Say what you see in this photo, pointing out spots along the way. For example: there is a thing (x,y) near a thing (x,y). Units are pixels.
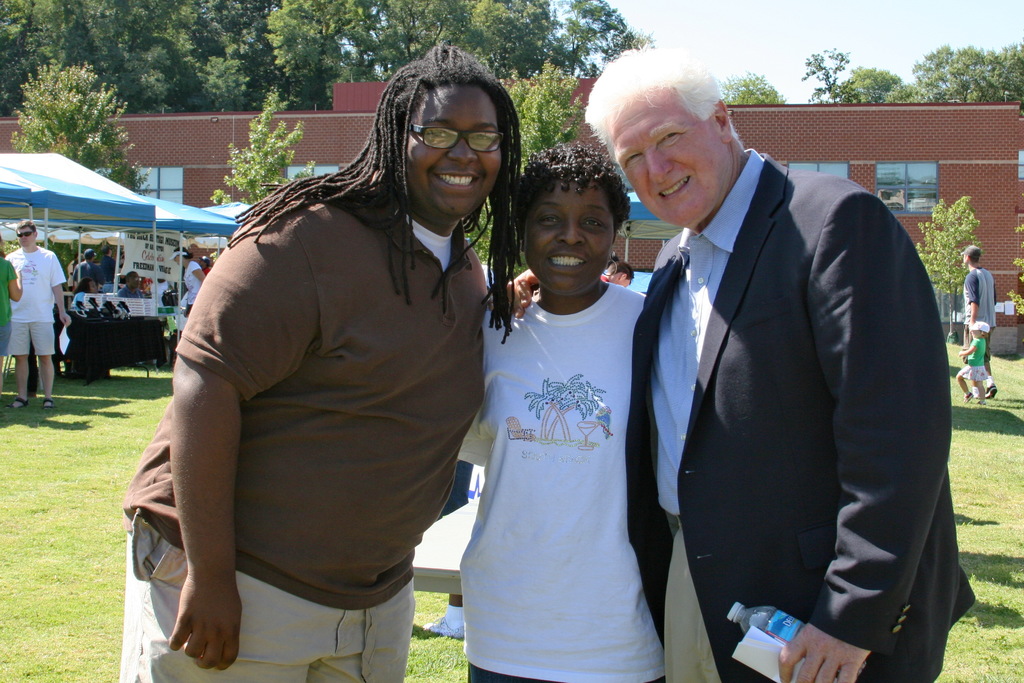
Here I can see three people (554,378) standing, smiling and giving pose for the picture. The man (774,294) who is standing on the right side (768,567) is holding a bottle (782,628) and a paper (766,649) in the hand (812,660). In the background (811,153), I can see the building (295,123) and trees (113,138). On the left side (59,208) there is a tent (111,198) under that few people (61,289) are standing. At the bottom of the image (51,593) I can see the grass (73,479). At the top (829,21) I can see the sky (797,19).
